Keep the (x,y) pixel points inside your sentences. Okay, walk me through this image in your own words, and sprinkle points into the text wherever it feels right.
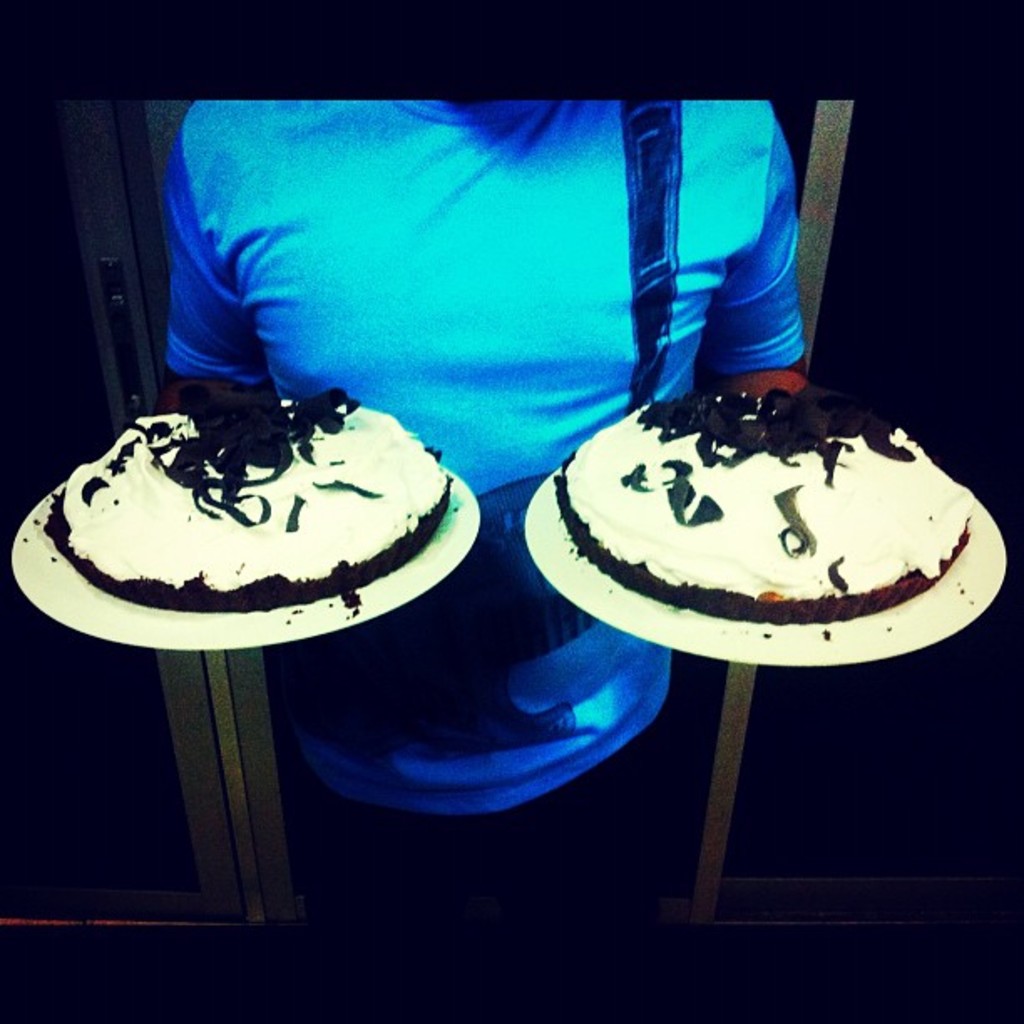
In this image there is a person (433,407) standing and holding the two plates (932,614) with two cakes (203,490) on it, and in the background (154,361) there is a door (994,723).
